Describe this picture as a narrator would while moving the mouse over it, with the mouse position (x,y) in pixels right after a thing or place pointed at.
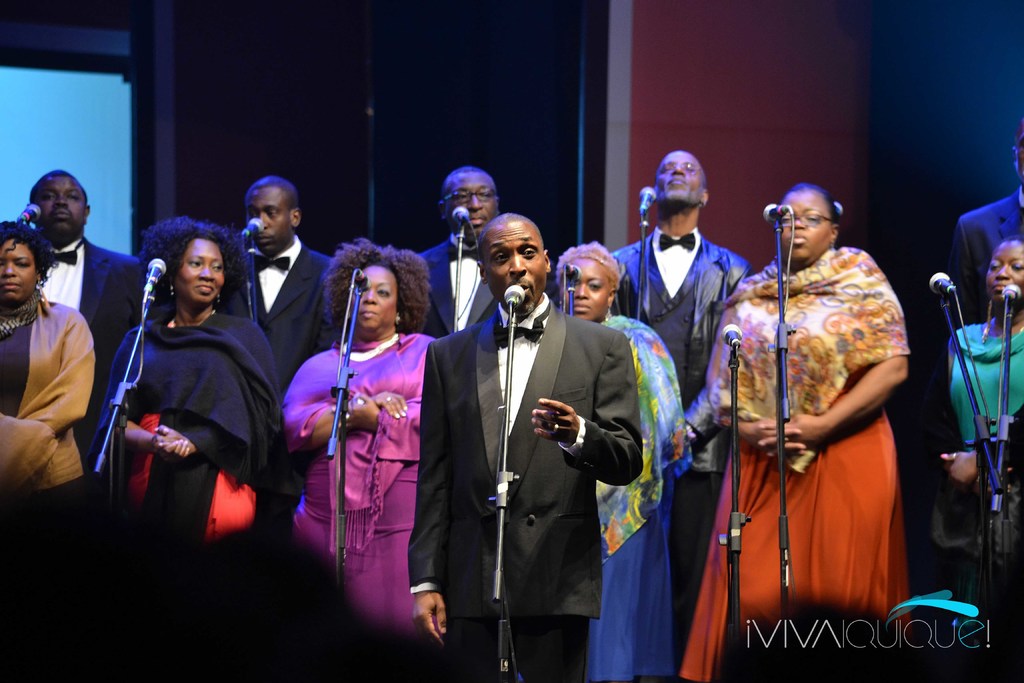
There are some Mics (1006,402) and a group of persons (611,324) standing in the middle of this image (402,352), and there is a wall (743,90) in the background (553,125). There is some text logo (828,617) at the bottom right corner of this image (843,640).
